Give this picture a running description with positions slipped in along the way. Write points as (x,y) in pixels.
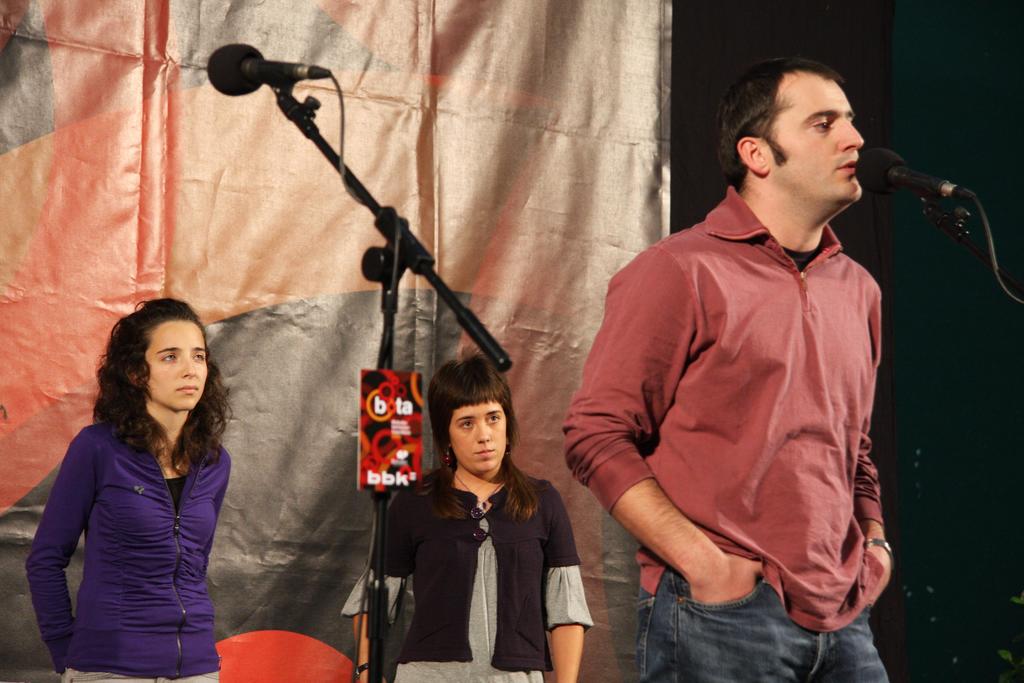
In this picture we can see there are people (702,484) standing on the stage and in front of the people (579,451) there are microphones (300,65) with stands (384,514). Behind the people (504,483) there is a banner (389,169) and other things (913,159).
